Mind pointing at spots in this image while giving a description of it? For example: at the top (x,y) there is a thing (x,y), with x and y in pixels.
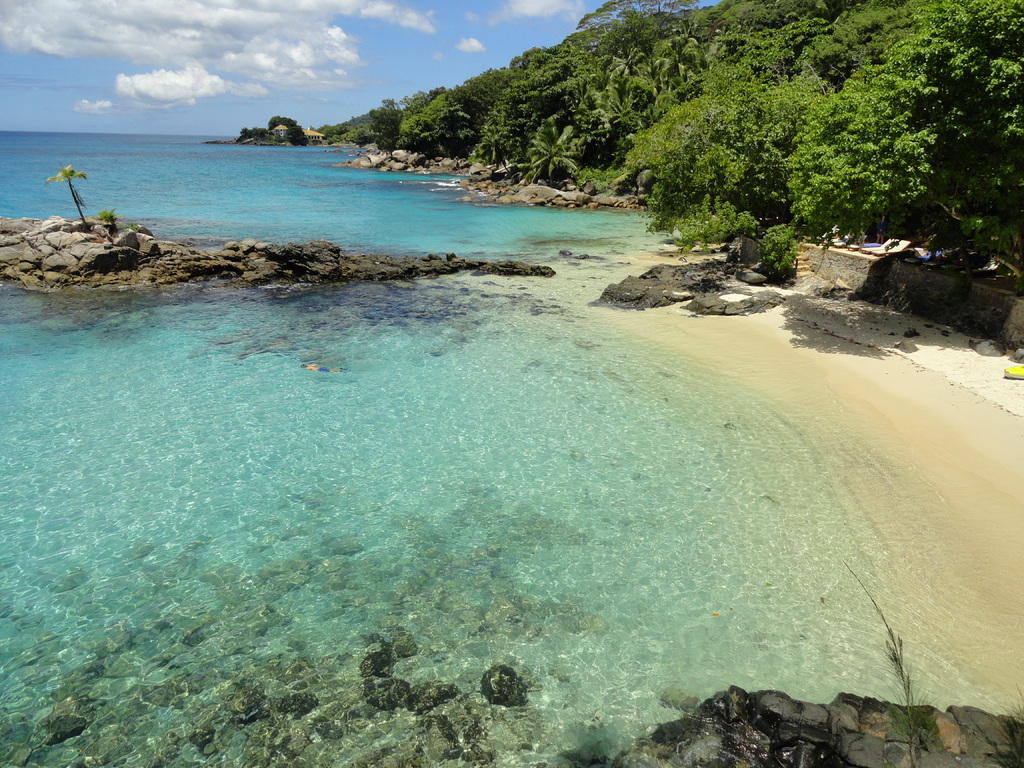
As we can see in the image there is water (306,413), trees (726,43), rocks (534,267), sky (470,67) and clouds (290,20).
